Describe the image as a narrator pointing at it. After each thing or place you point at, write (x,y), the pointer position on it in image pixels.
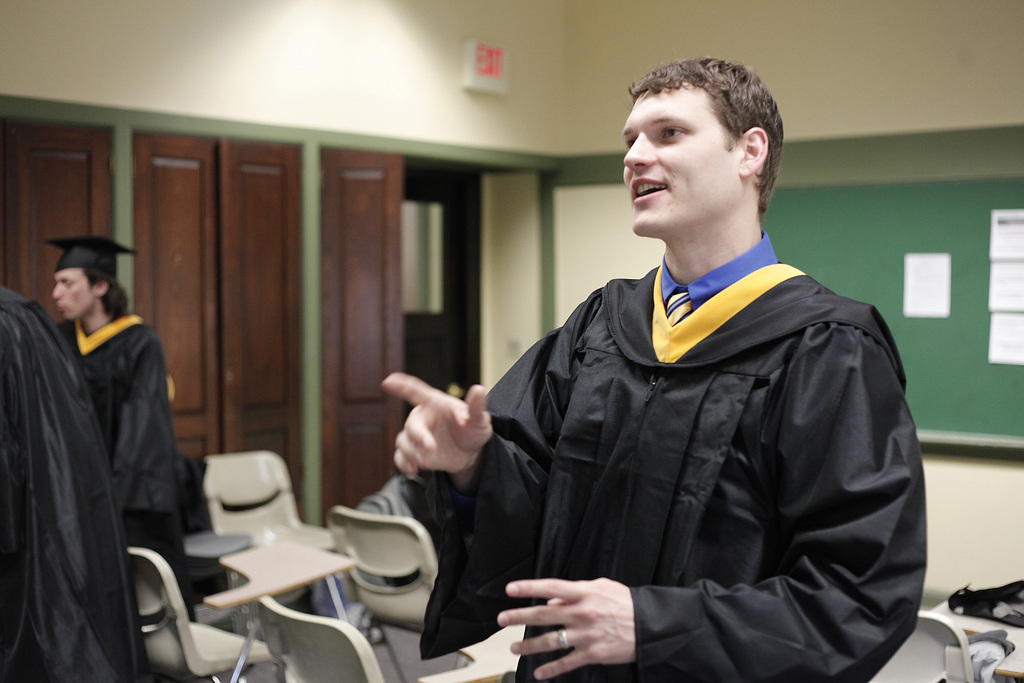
In this image, In the middle (671,432) there is a man (788,609) who is wearing a black color coat (754,478) he is standing and he is smiling, In the left side (106,369) there are some people (76,418) standing and in the right side (931,422) there is a green color board (918,404), In the background (250,281) there are some brown color doors (326,296).
